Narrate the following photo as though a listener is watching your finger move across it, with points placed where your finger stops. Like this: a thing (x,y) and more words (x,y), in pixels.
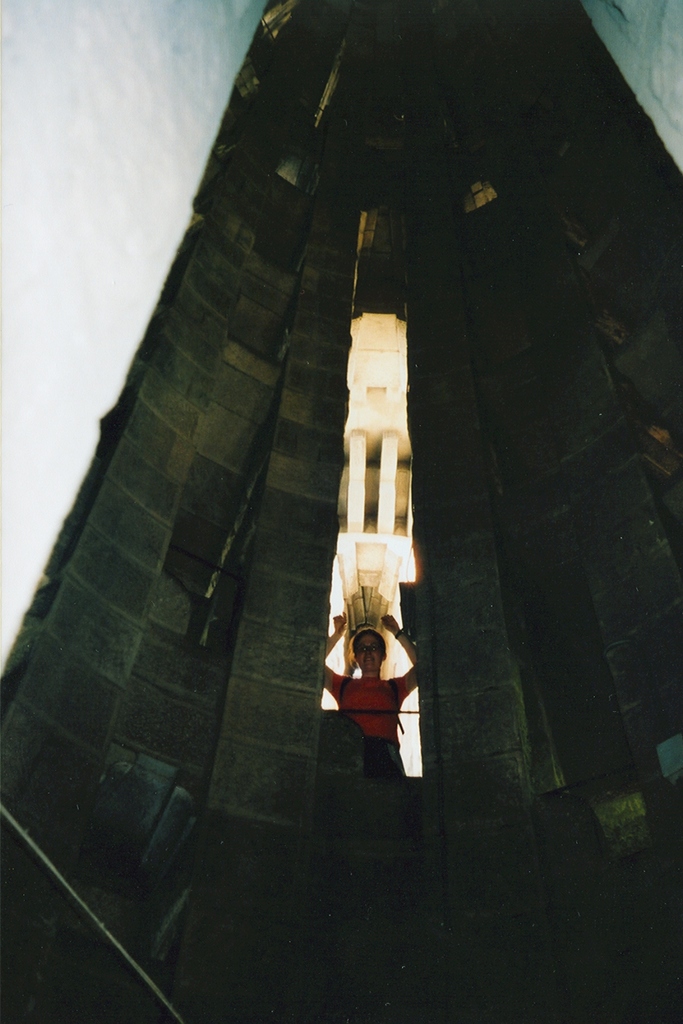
In this image there is a building (387,594) and there is a lady (396,724) standing. In the background (127,336) there is the sky (81,292).
